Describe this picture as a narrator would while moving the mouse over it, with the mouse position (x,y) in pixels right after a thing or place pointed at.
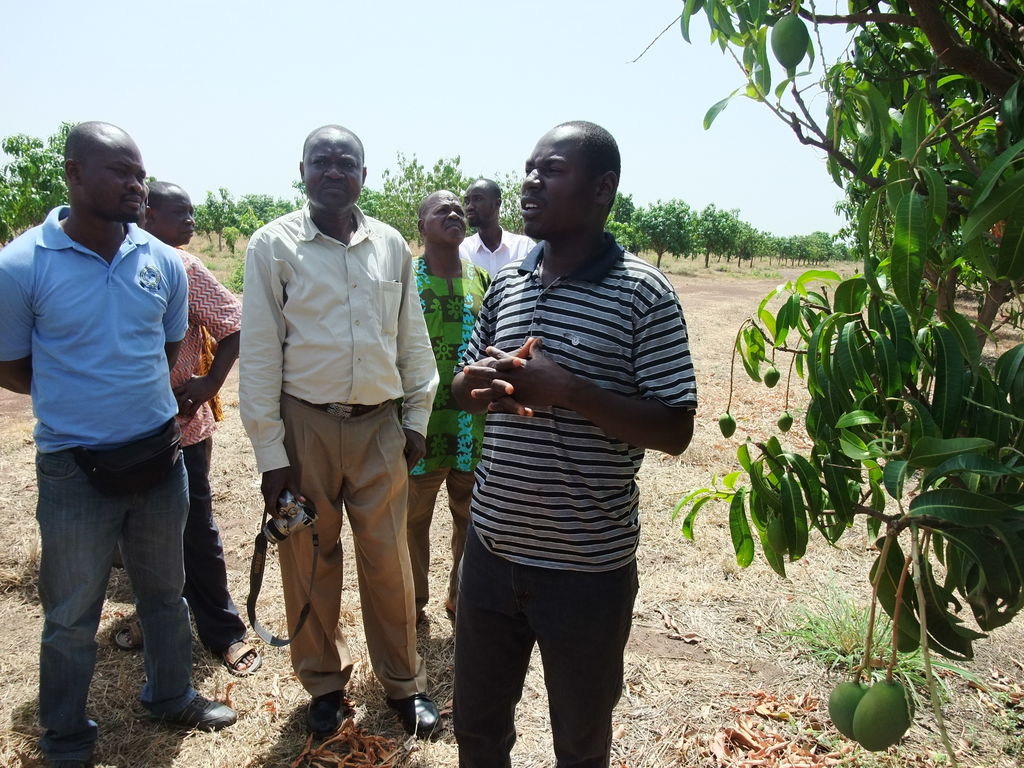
In the background (732,122) we can see sky (609,83) and trees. At the right side of the picture (926,184) we can see a mango tree (923,319). Here we can see a man (382,316) wearing a white shirt (344,324) and he is holding a camera (291,503) in his hand (294,496).
